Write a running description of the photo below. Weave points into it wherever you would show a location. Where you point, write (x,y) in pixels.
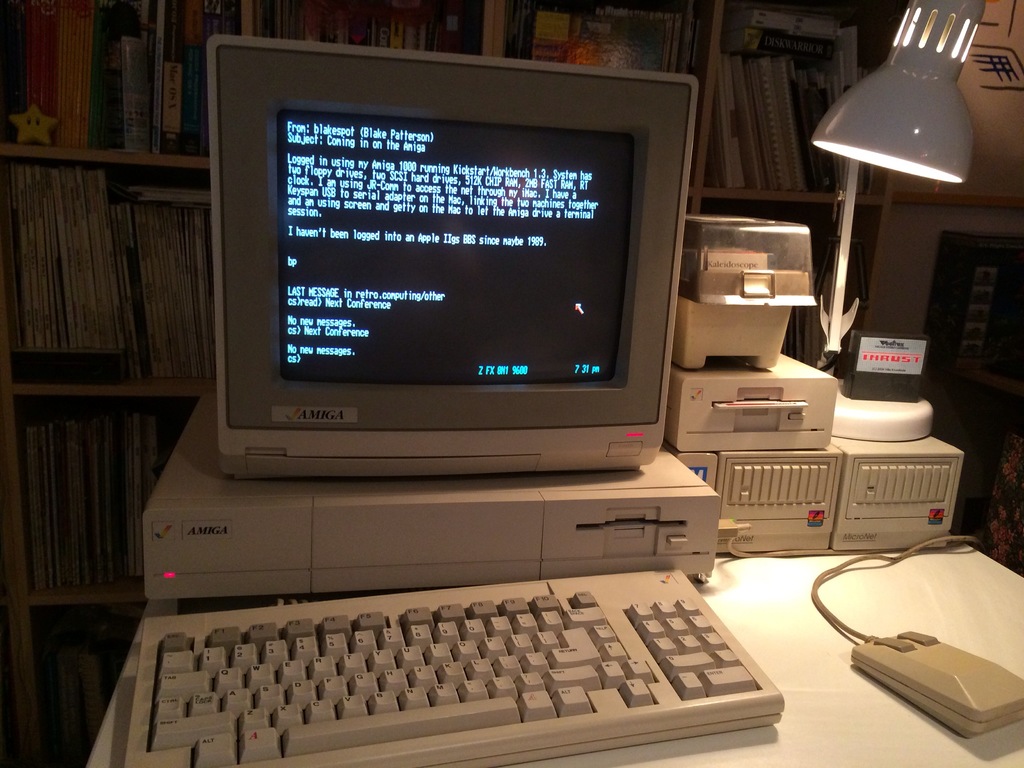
In this image we can see a monitor (466,234), keyboard (191,638), mouse (924,651) and a lamp (863,418) are placed on the table (731,577). In the background (784,127) we can see group of books (427,39) placed in a rack (18,468).
